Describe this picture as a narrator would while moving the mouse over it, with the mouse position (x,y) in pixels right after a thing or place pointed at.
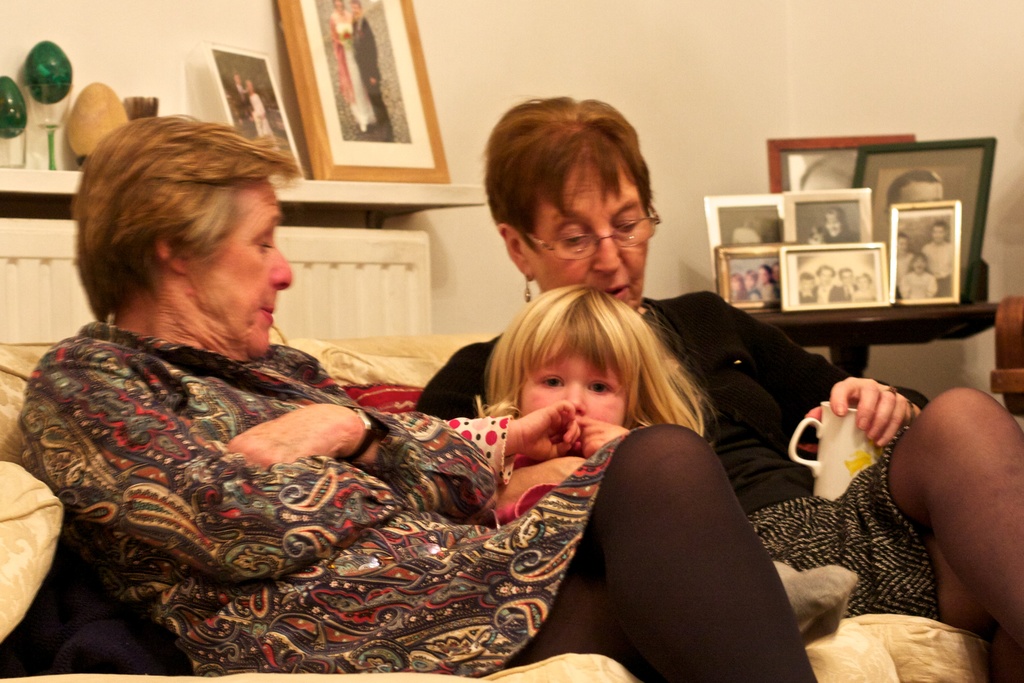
In this image in front (601,363) there are three people (606,386) sitting on the sofa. On the backside of the image (586,87) there is a wall (533,42). In front of the wall (92,77) there is a rack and on top of the rack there are photo frames (224,87) and few other objects (9,81). On the right side of the image (826,281) there is a table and on top of the table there are photo frames (898,186).
